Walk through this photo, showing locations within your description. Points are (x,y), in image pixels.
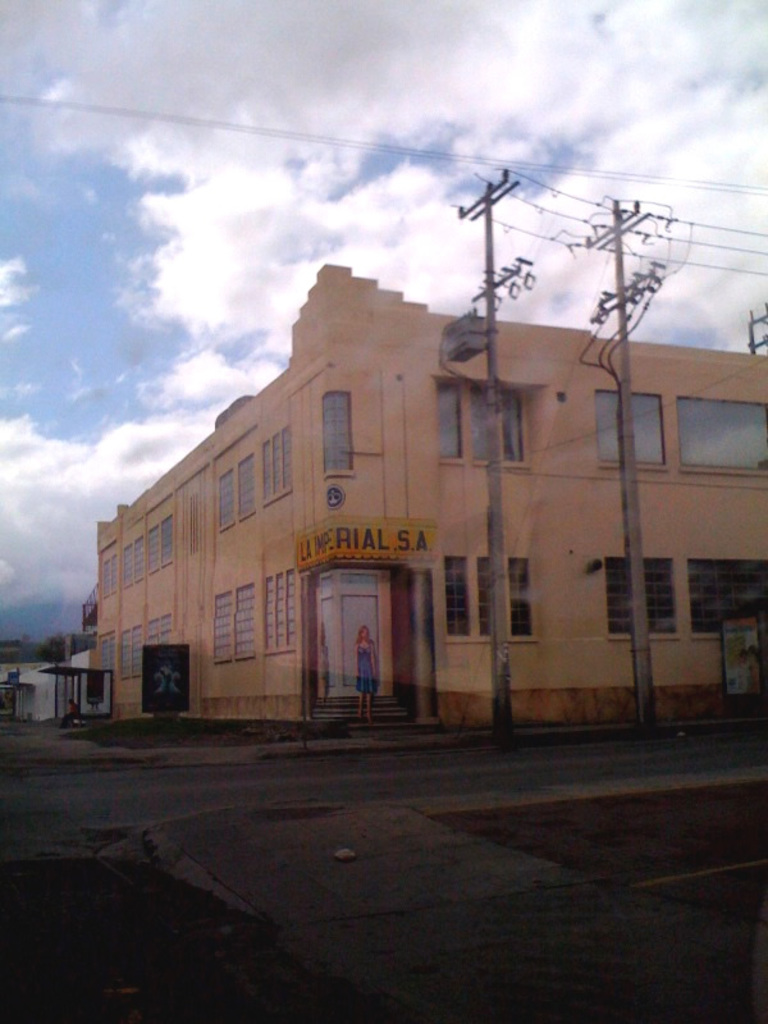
In the image there is a building (177,556) and around the building (461,711) there is a plain road (443,780), on the right side (637,518) there are two current poles (638,582).
